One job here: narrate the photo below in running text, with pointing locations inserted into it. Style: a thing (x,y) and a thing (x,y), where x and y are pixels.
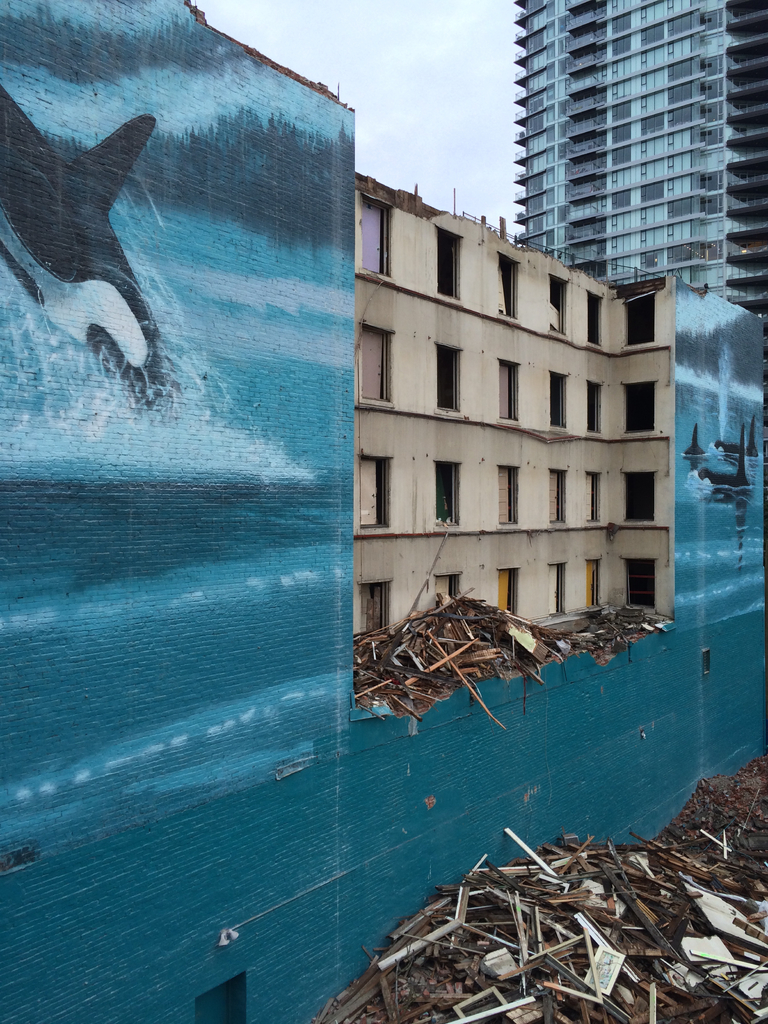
In this picture there is a blue color water painted wall (308,579) and yellow color damage building (446,495) with some windows (648,304). In the front (503,871) bottom side there is some wood rafters (466,977). In the background (628,219) there is a big glass building (553,203).
